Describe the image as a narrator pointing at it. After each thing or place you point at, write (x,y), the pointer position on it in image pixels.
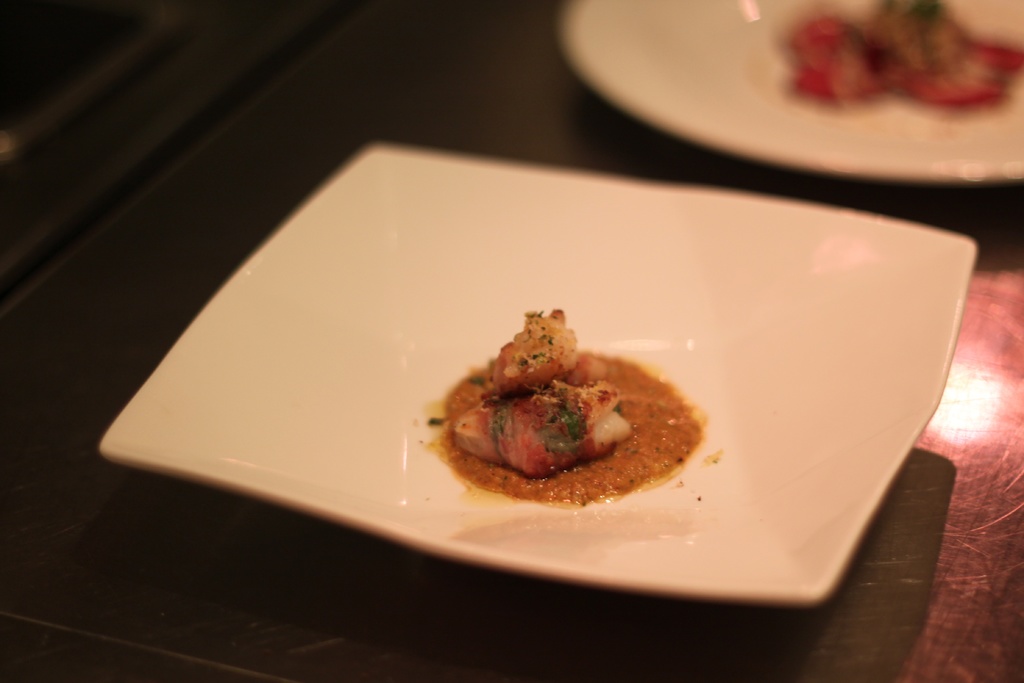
In this picture we can see white plates (871,223) with food items (667,439) on it and these plates (441,248) are placed on a table (432,37).
